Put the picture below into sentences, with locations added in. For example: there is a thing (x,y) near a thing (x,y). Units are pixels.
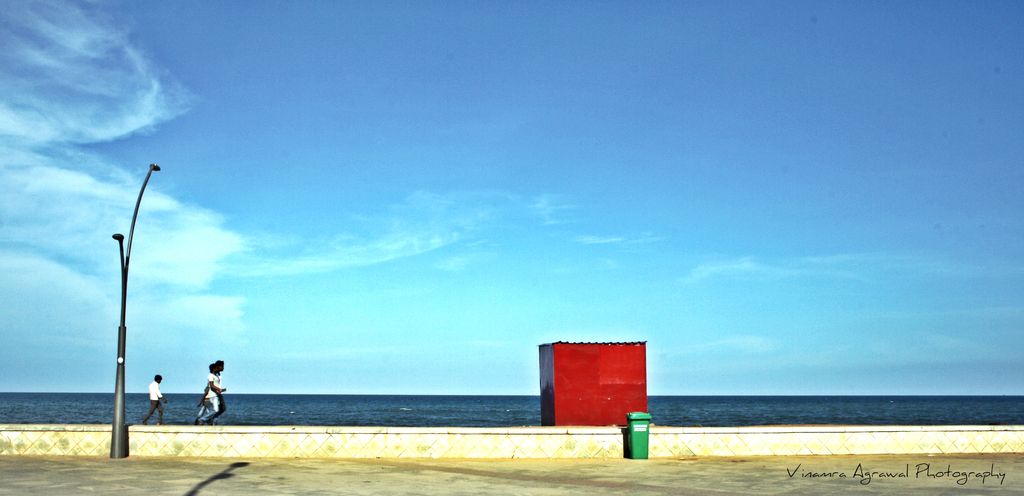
On the left side of the image (117,408) we can see a pole (124,349) and group of people (212,422), in front of them we can see a shed (619,377) and a dustbin (645,441), in the background (167,269) we can find water (523,417) and clouds (161,245), at the right bottom of the image (963,471) we can see some text (882,472).
